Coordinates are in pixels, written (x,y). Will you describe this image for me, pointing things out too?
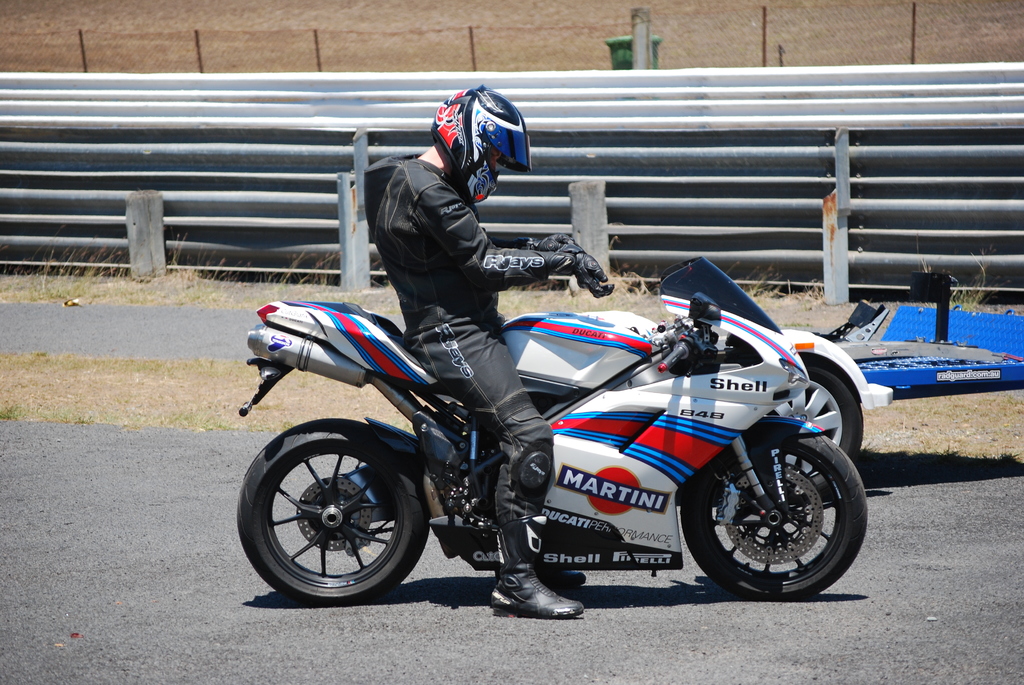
In the middle (530,442) I can see a person (530,457) is sitting on a bike (643,459). In the background (985,262) I can see a fence (787,149), grass (365,2) and a pole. This image is taken may be on the road (139,445).
